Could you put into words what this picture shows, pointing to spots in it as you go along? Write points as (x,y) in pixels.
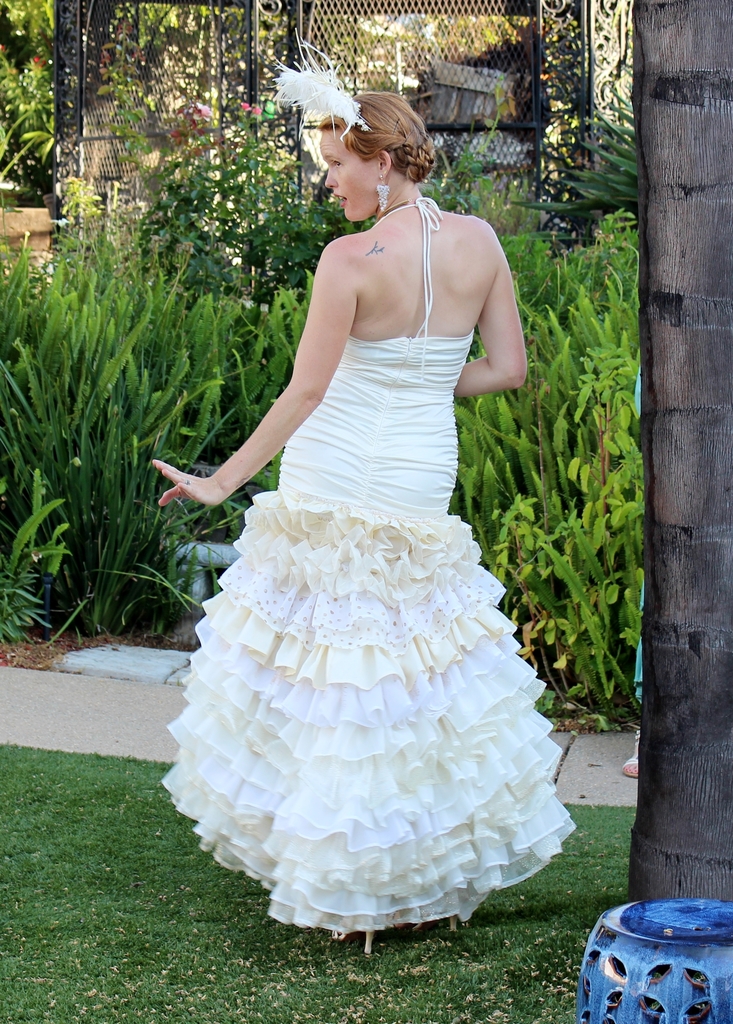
In the middle of this image (441,347), there is a woman (430,307) in a white color dress (462,691), dancing on a ground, on which there is grass (464,973). On the right side (687,62), there is a tree (690,745) and an object (710,1020). In the background (550,282), there are plants (615,151), a net (353,50) and a shelter (430,87).
